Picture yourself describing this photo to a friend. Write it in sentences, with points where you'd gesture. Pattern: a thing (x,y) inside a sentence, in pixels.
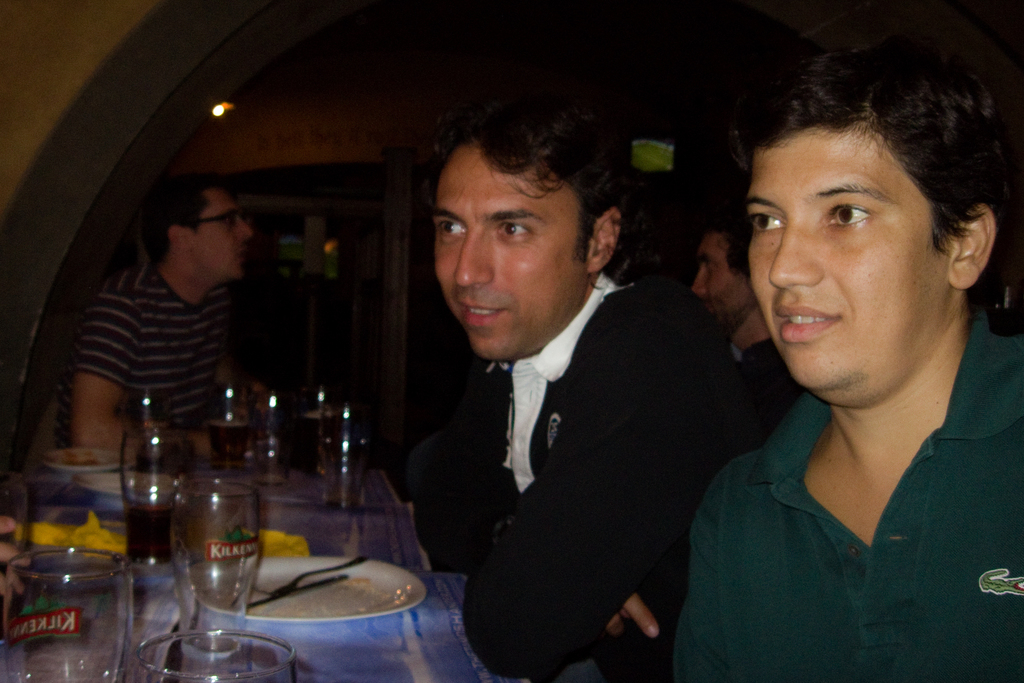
In this image there are few people (526,385) around the table (451,682), on the table (298,670) there are few plates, bottles (248,544) and some other object (152,501), there is a light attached to the wall (255,101).
